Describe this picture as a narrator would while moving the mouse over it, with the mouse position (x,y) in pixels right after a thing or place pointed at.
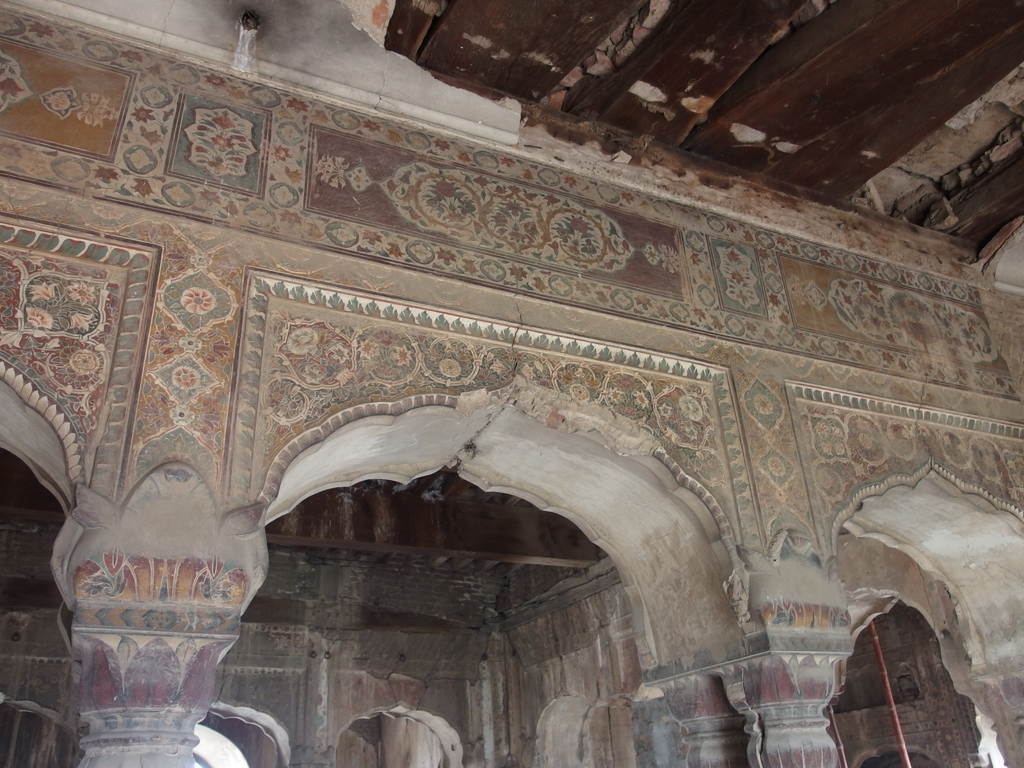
In the foreground of this image (340,481), there are arches (640,496) to the wall (965,292). At the top (811,98), there is wooden ceiling (849,68). In the background (428,726), there are arches (282,743) and the wall (423,637).
